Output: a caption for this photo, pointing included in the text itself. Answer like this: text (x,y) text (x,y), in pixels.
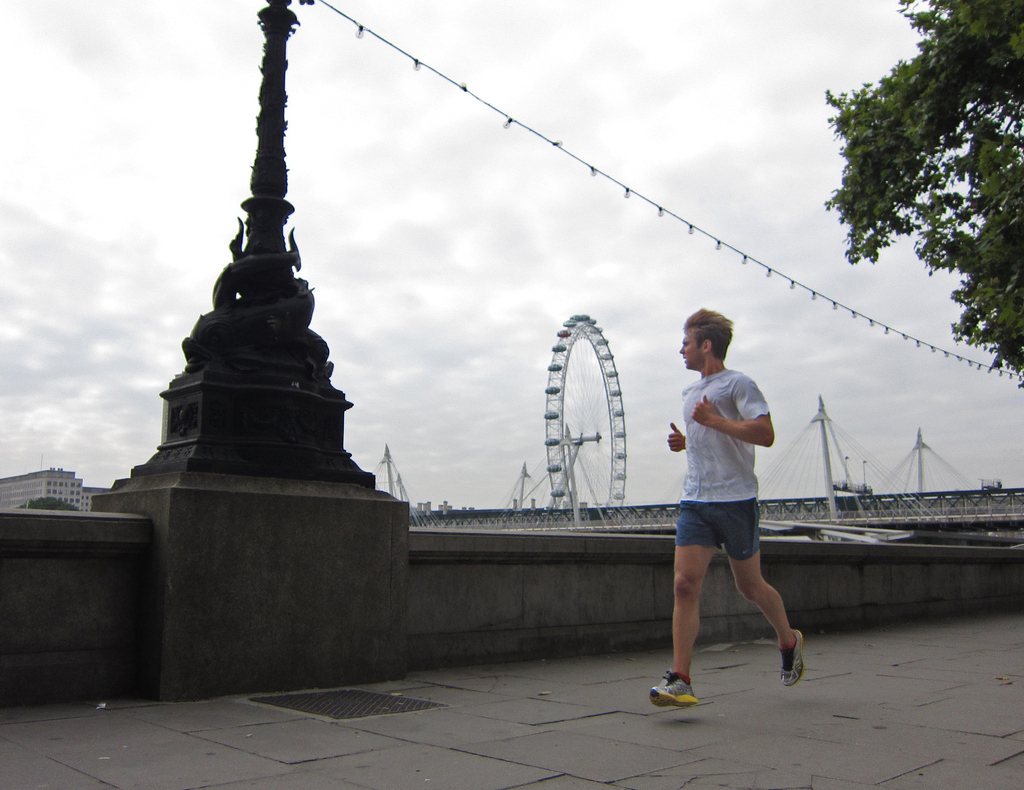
In the picture we can see a man (684,657) jogging on the path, he is wearing a white T-shirt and beside him we can see a wall (131,560) with a sculptured pole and behind it, we can see a bridge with the giant wheel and some poles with wires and behind the pole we can see a building (71,496) with windows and in the background (971,452) we can see a sky (919,411) with clouds (1010,441).
